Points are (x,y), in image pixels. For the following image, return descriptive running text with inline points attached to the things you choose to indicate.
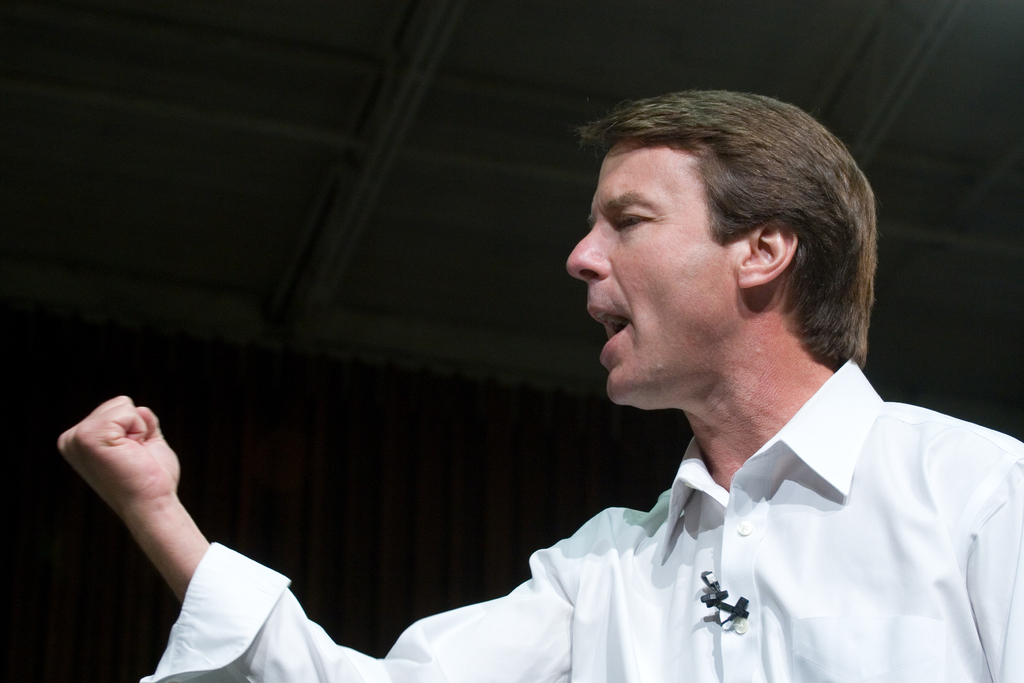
In this image we can see a person (697,547) wearing white color dress (664,544) holding his fist (118,460) tightly and in the background of the image (330,475) there is a curtain (365,448) which is of maroon color.
